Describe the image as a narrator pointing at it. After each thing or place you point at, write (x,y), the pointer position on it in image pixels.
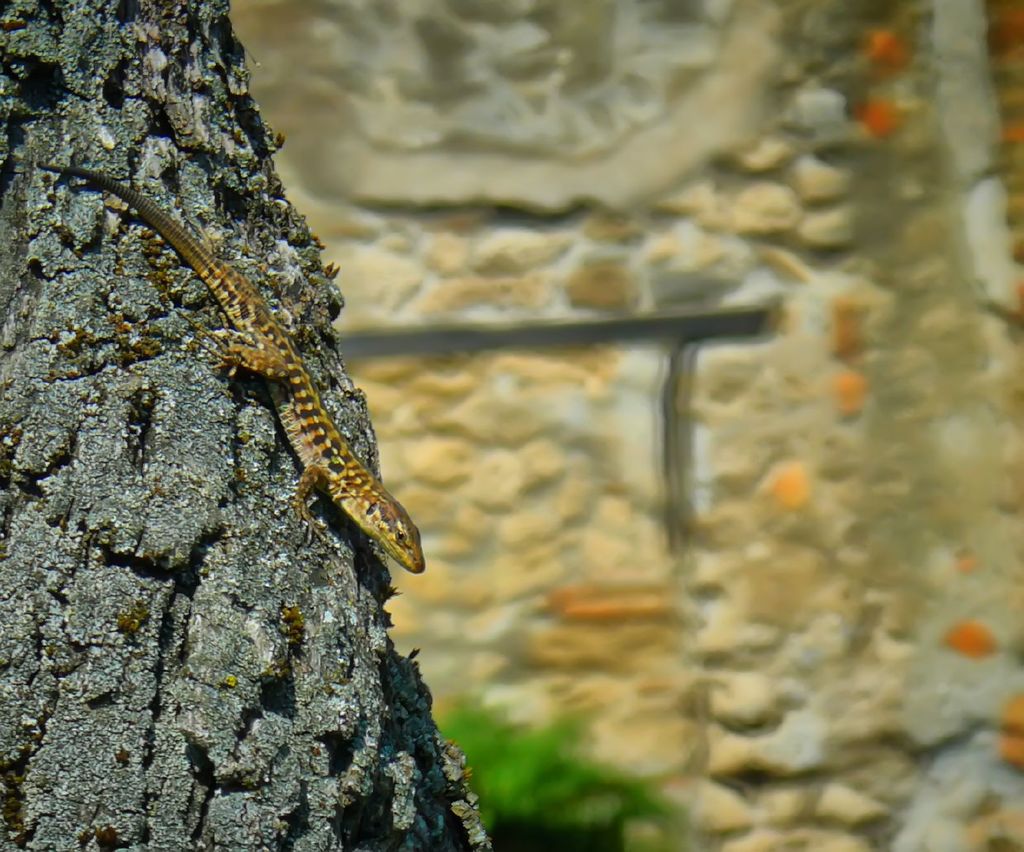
In this image on the tree (251,433) there is a lizard (305,423) which is on the left side (327,458).
